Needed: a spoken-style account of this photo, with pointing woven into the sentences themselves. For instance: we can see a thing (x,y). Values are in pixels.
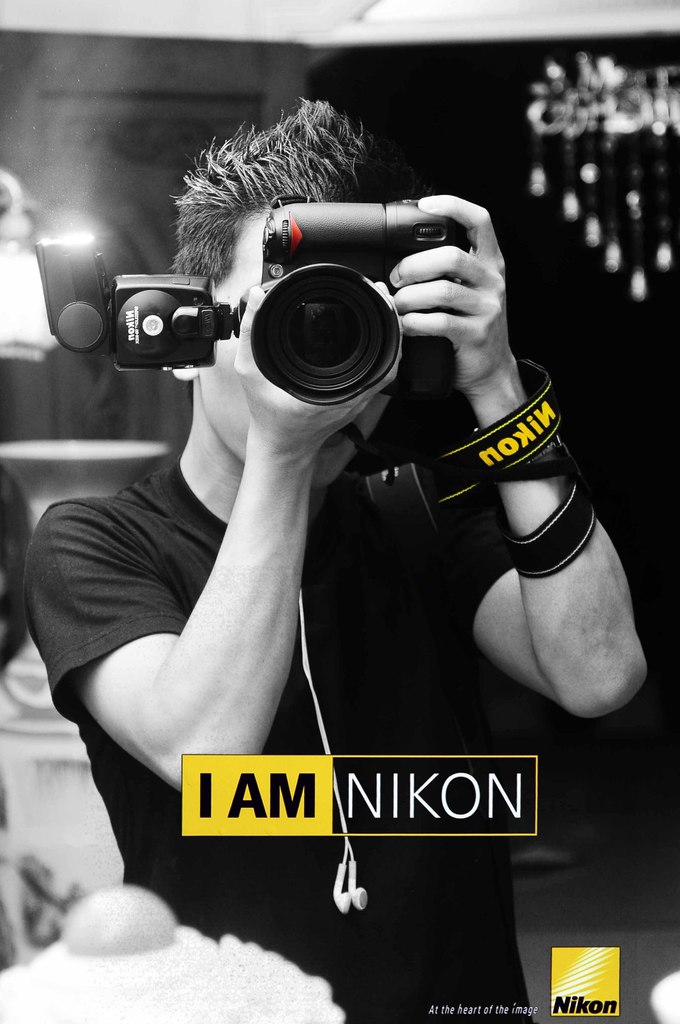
This is a black and white picture. On the background (638,129) we can see light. We can see one man (263,673) wearing black color t shirt (344,591) holding a camera (333,388) in his hands (471,258). And we can see ¨IAM NIKON¨ (253,785) on it
